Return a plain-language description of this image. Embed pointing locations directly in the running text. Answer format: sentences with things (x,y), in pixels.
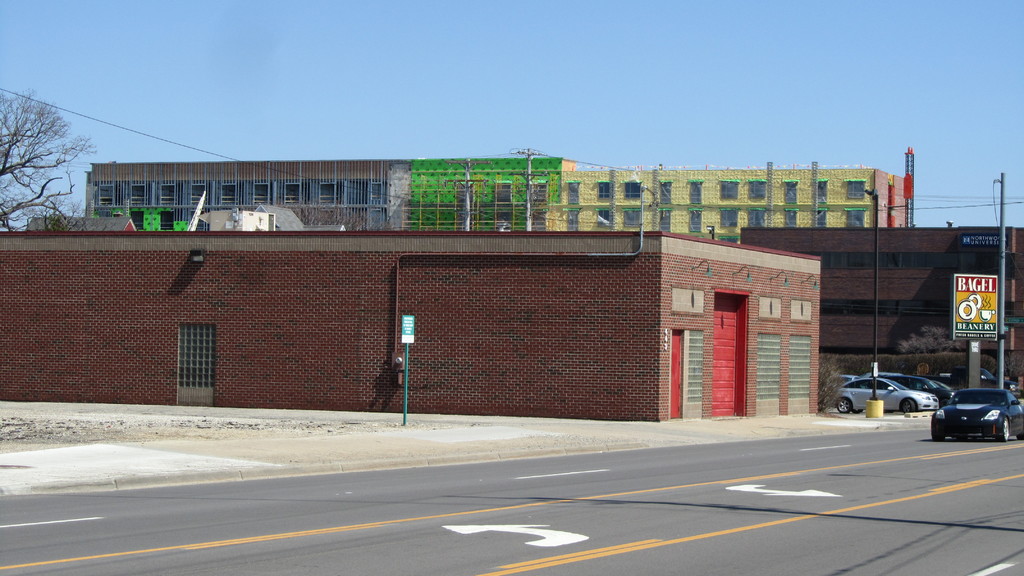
In this image I see the buildings (618,256), road (217,545) and I see cars (1016,400) over here. I can also see a board (961,316) over on which there are words (984,334) written and I see few poles (1003,201) and wires (981,206) and I see the trees (14,194). In the background (349,120) I see the blue sky (724,110).
